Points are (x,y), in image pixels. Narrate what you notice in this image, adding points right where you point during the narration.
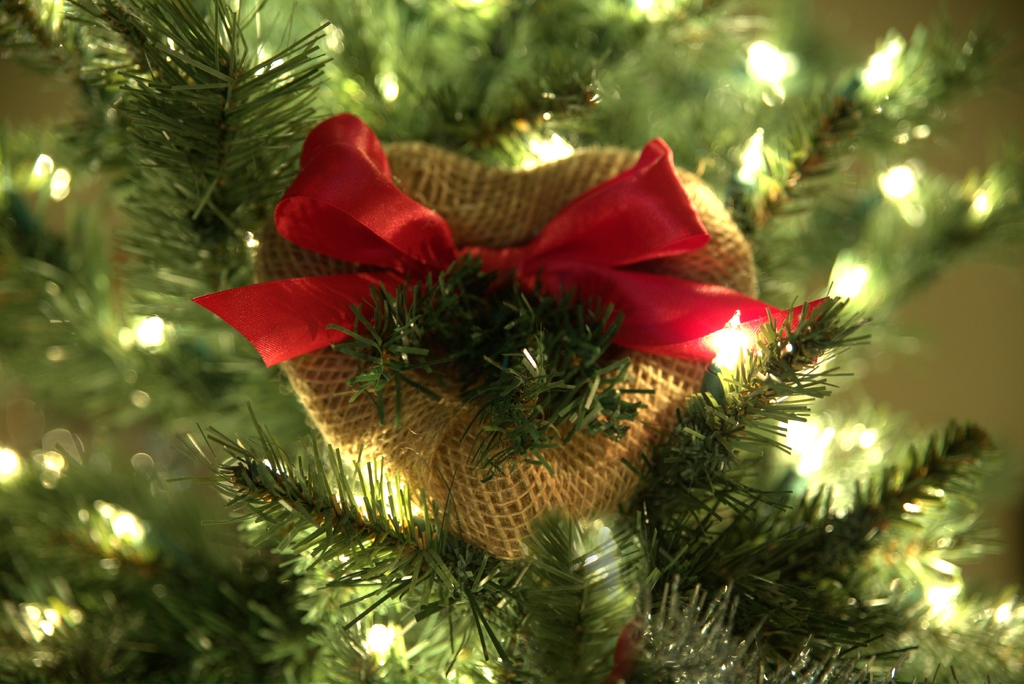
In this image I can see an object (519,479) having a red ribbon (382,240), it is placed on a tree (786,571) which has lights (770,81).
